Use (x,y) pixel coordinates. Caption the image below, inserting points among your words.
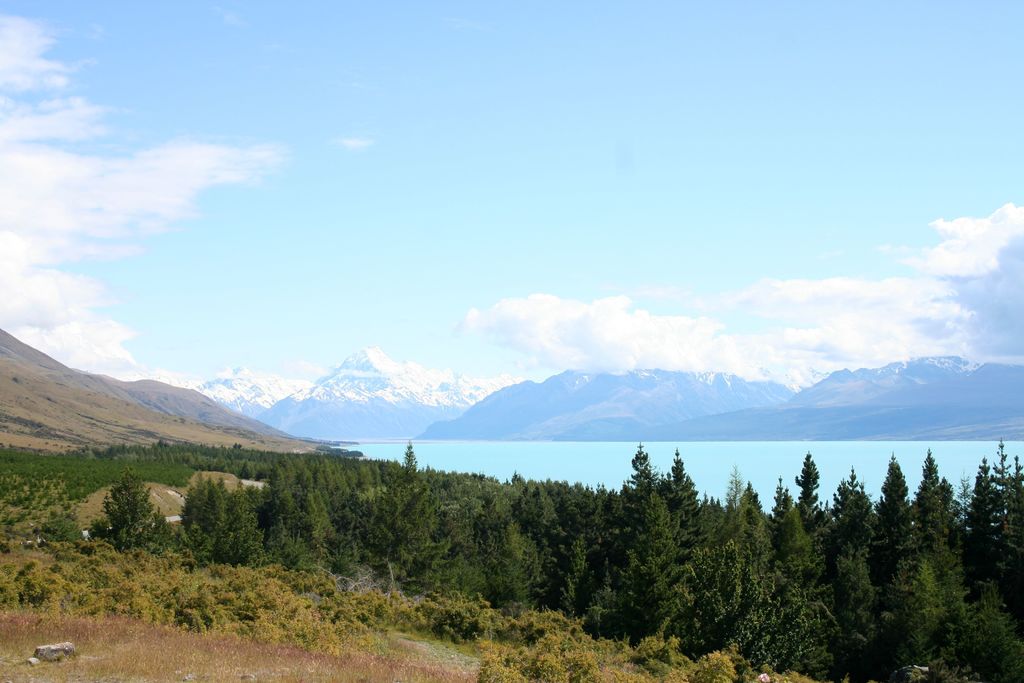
In this image I can see trees (325,544), mountains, water (683,443) and the sky (613,366). This image is taken may be near the mountains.
